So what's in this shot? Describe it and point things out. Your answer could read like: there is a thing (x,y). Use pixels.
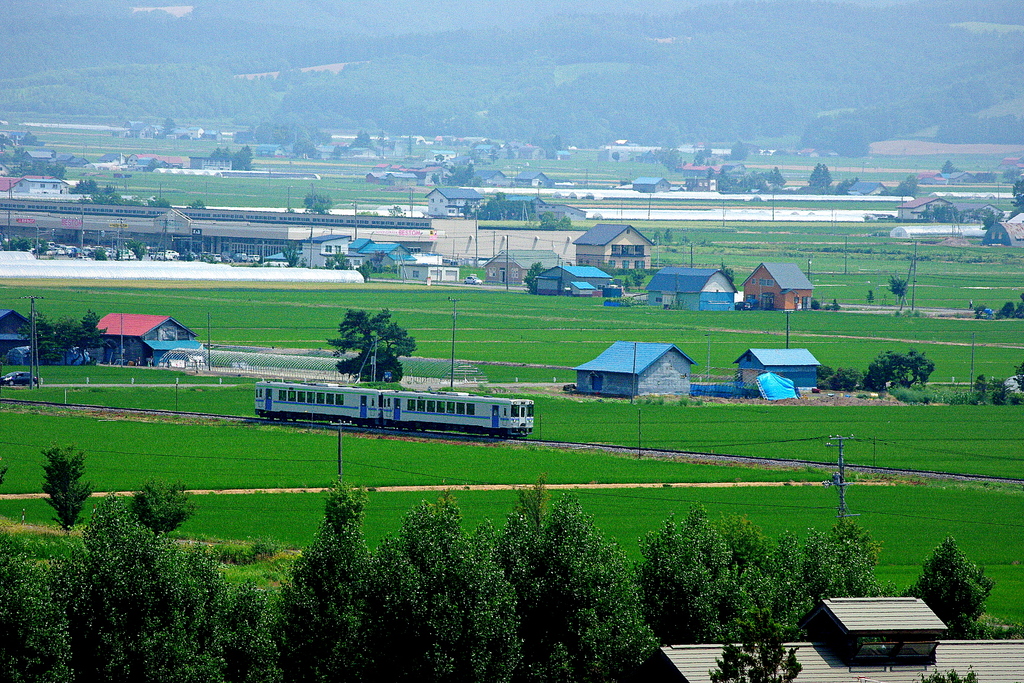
This looks like a train (364,409), which is moving on the railway track (817,462). I think these are the fields (485,308). I can see the houses (645,241). This looks like a building (125,231). I can see the view of the city (315,247). In the background (141,56), I think these are the hills (646,123). This looks like a pole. On the left side of the image (21,383), I can see a vehicle (25,376) on the road (48,386).
